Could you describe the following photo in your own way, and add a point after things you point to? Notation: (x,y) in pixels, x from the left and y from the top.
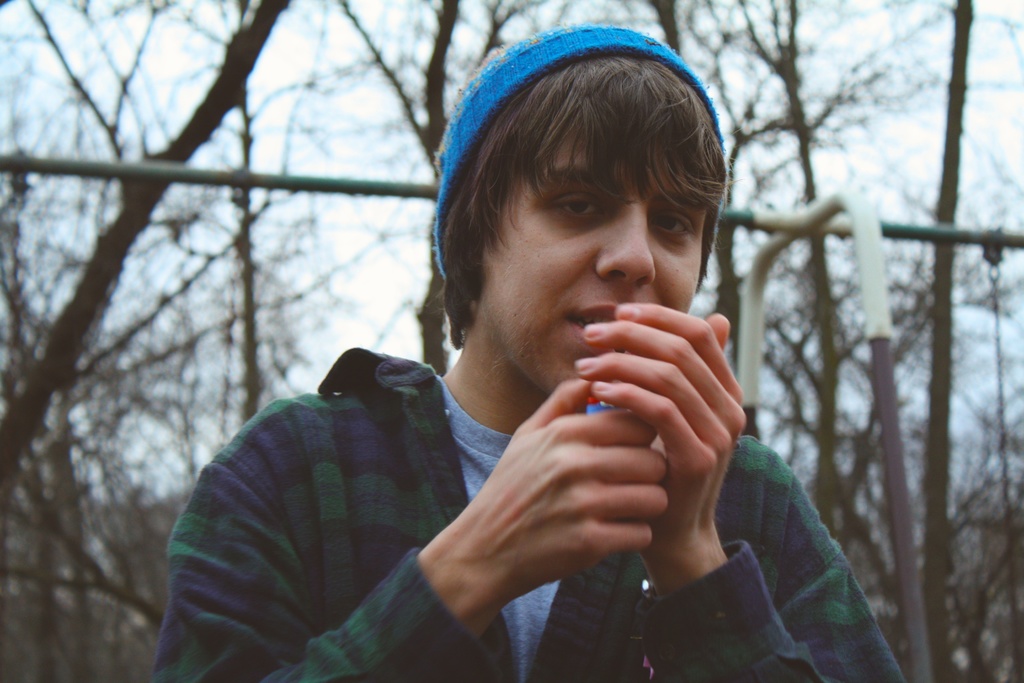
In this image in front (526,345) there is a person (637,366) holding some object (599,401). Behind him there are metal rods (846,234). In the background of the image (315,296) there are trees (247,49) and sky (306,60).
